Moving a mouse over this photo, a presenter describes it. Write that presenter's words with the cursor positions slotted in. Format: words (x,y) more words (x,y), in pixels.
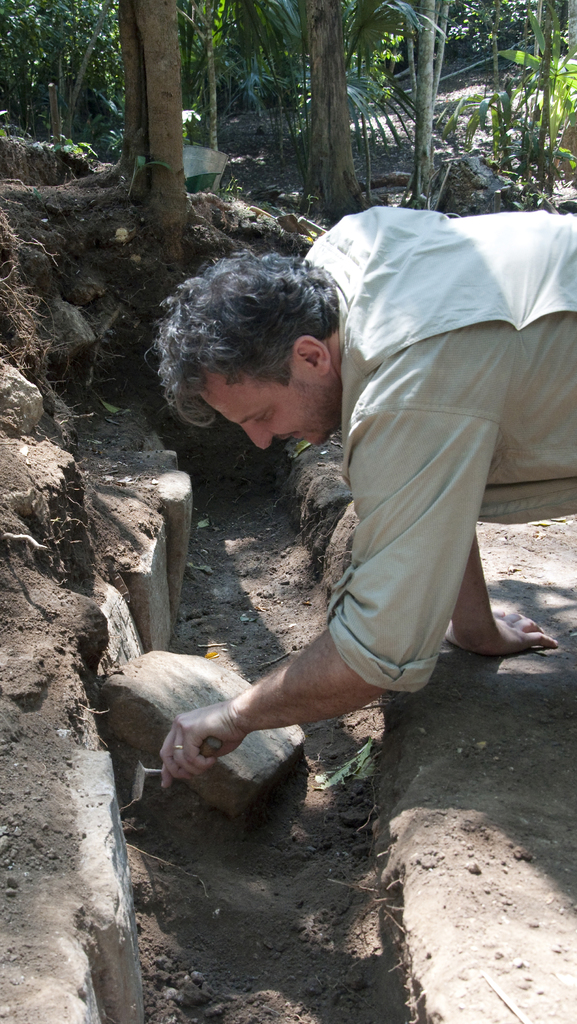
In this image there is a person (231,740) holding a tool (218,748) in his hand (163,745) is digging the mud (200,633), behind the person (236,257) there are trees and there are rocks (168,467).
